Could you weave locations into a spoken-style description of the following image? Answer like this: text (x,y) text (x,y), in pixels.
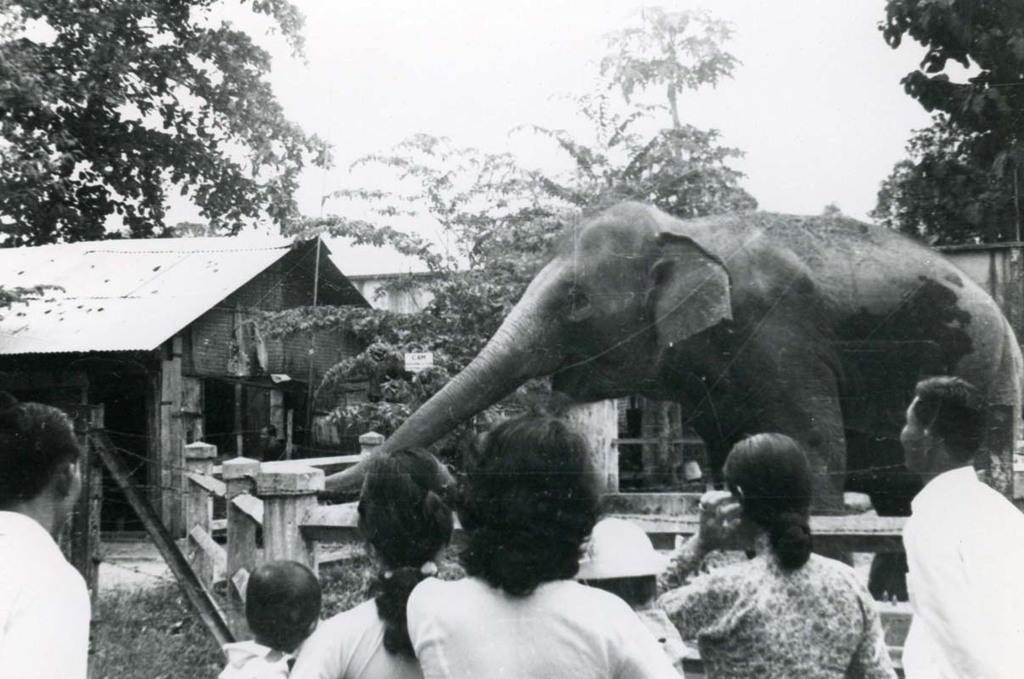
There are few persons (434,561) looking at the elephant (753,364) in front of them and there are trees (420,245) and houses (253,311) in the background (514,240).
